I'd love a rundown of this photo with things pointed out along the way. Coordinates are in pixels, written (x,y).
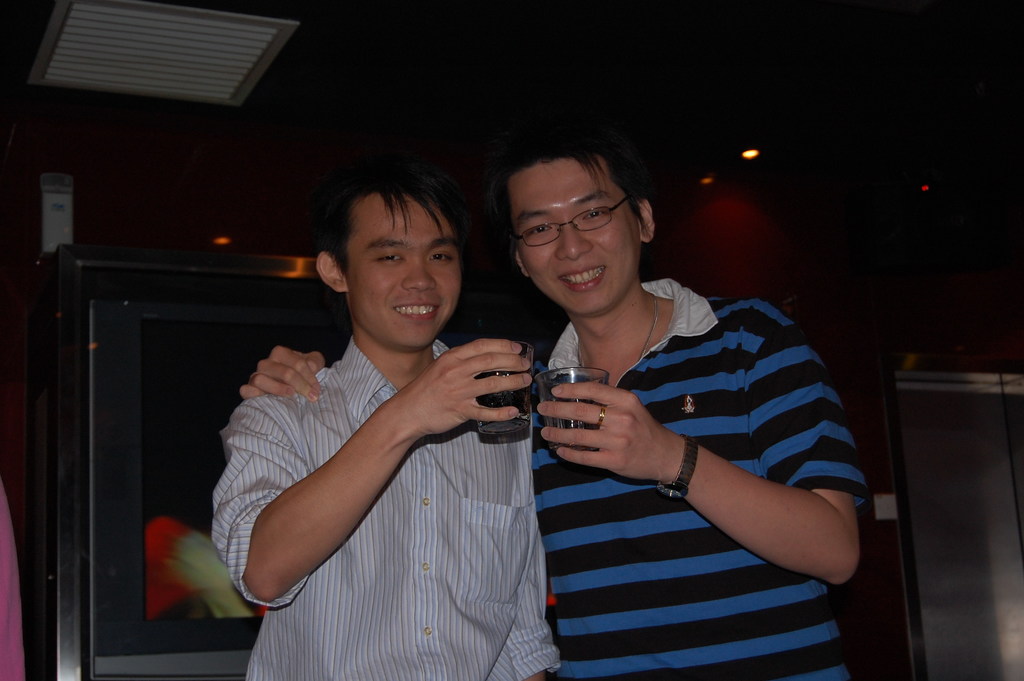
In this image, we can see two persons (680,331) wearing clothes (361,582) and holding glasses (518,394) with their hands (556,406).
